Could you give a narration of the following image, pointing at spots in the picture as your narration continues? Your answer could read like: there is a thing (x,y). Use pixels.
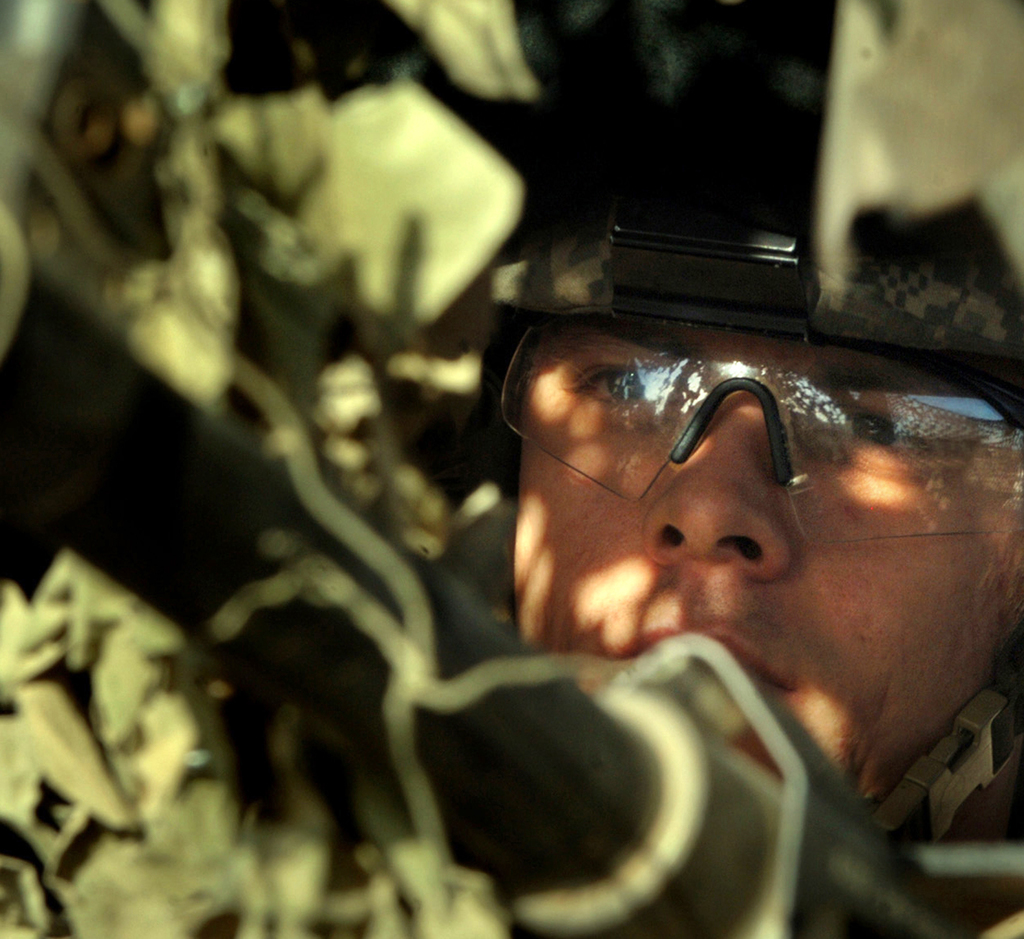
In this image there is a man (726,436), he is wearing goggles (644,434), he is wearing a helmet (728,301), there are objects (954,97) towards the top of the image (442,165), there are objects (88,762) towards the bottom of the image (75,771).
